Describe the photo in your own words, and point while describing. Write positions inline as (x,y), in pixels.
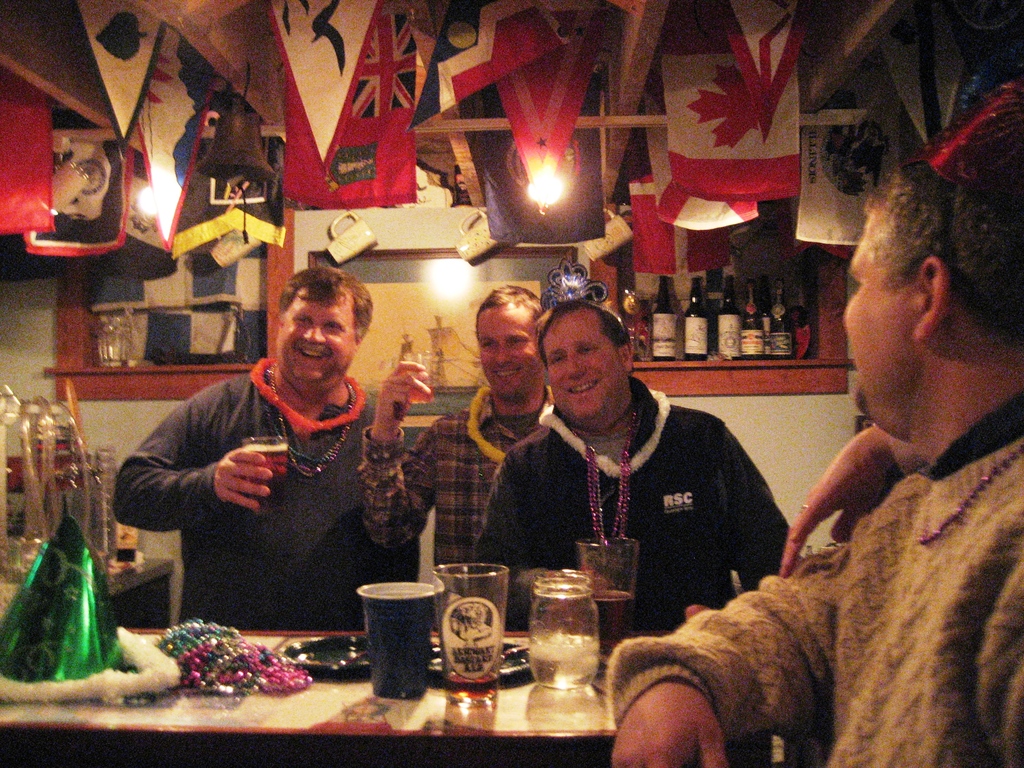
This image is taken from inside. In this image there are a few people (516,452) standing in front of the table (558,697). On the table (520,688) there are glasses (451,666), tray (360,651) and some other objects (209,628) placed. In the background (497,266) there is a frame (493,287) and cups (616,237) are hanging on the wall (816,425). There are few bottles (731,328) and other objects (805,328) arranged in a cupboard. At the top of the image (355,132) there are few flags (702,95) and a lamp (537,198).
